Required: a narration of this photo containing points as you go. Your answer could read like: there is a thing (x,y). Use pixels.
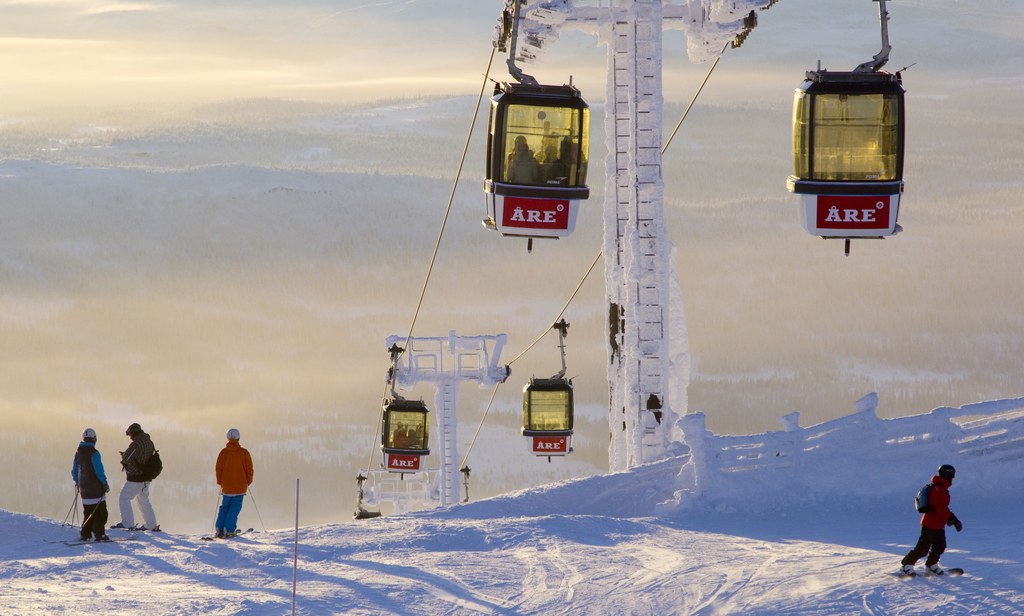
In the picture I can see cable cars (530,385) and there is a stand (630,193) in between them which is covered with snow (633,178) and there are few persons (930,527) wearing skis (252,530) are standing in the snow (541,540).
